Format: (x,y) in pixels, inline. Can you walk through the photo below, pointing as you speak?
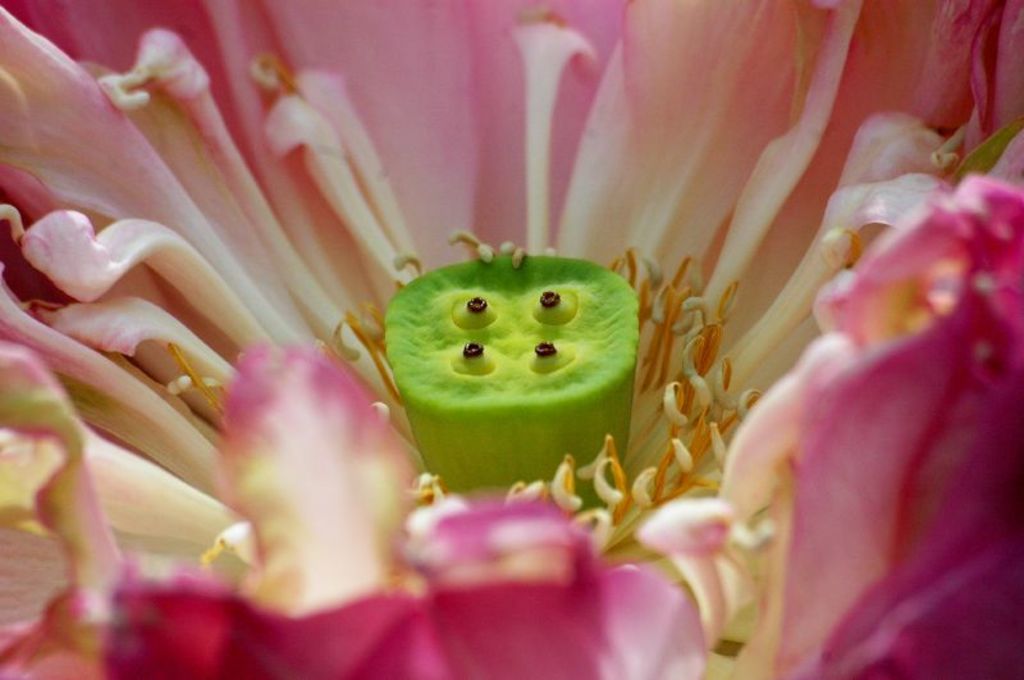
In the image we can see the flower (192,169), pale pink in color and here we can see the pollen grains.
